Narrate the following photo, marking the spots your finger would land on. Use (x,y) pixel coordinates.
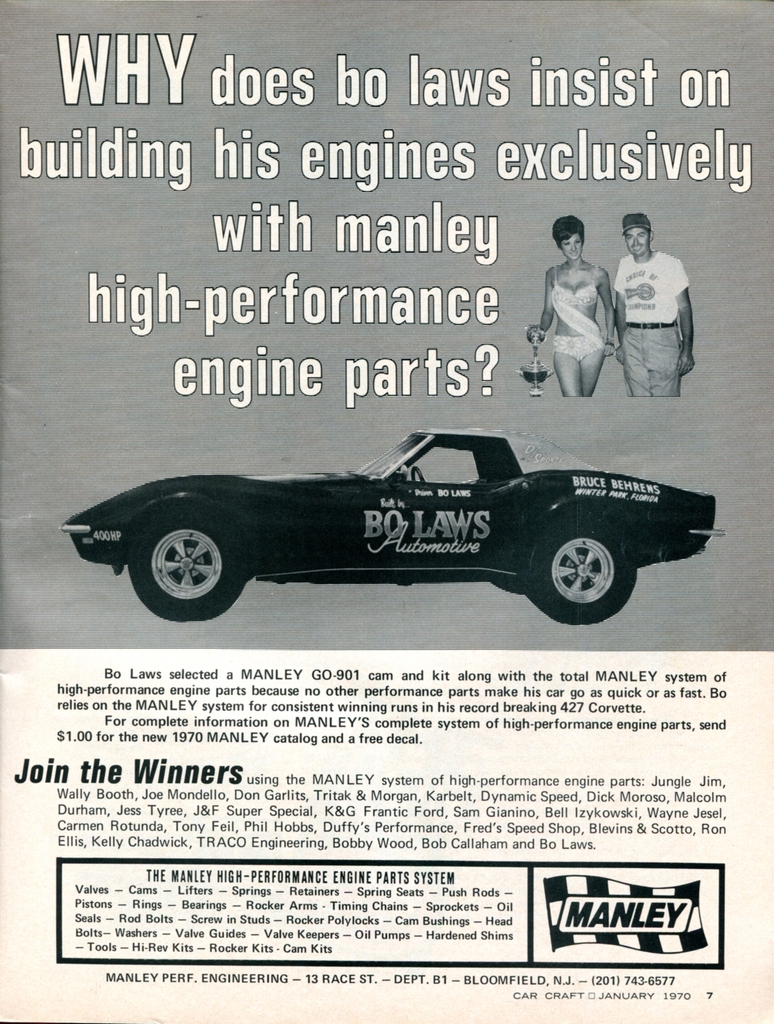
In this image we can see a paper (467,659). In the center of the paper (275,579) there is a car (505,476). At the bottom (355,743) and top there is text (363,812) written. On the right side (580,393) there are two people (629,358) standing.
